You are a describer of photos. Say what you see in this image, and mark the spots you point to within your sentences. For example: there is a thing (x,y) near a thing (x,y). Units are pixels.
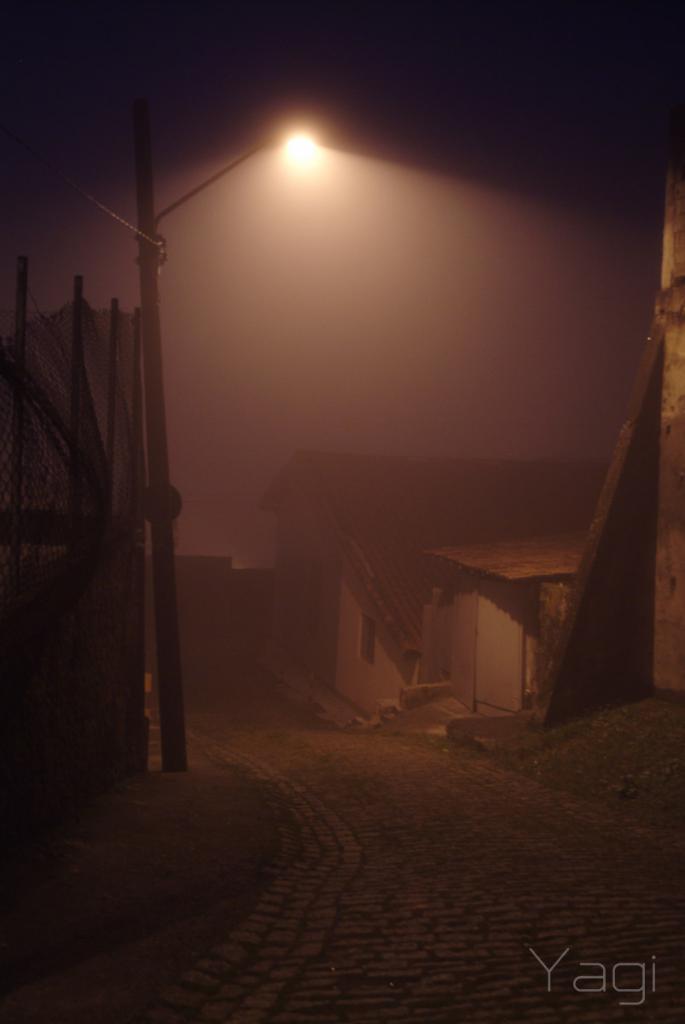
In this image there is a pole (156,527), there is a street light (219,177) attached to the pole (147,243), there is fencing (95,541), there are huts (446,597).
